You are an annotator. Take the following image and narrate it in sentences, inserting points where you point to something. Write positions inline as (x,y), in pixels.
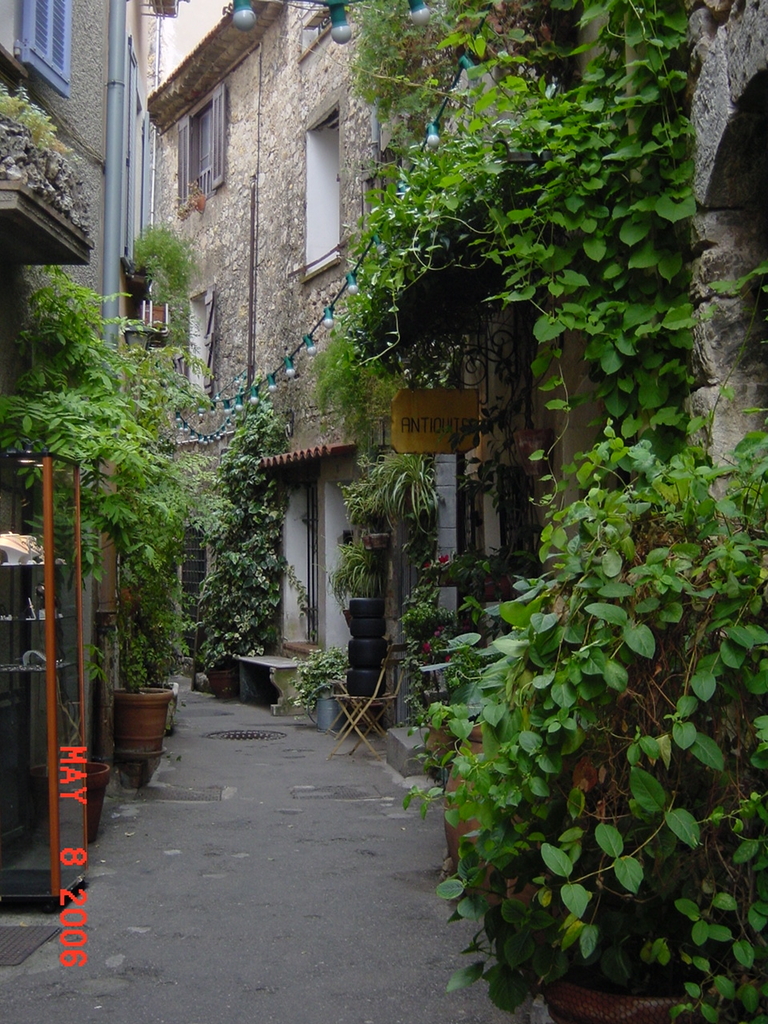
In this image there are buildings (220,177), there are windows (60,44), there is a pipe (113,197), there are lights (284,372), there are trees (238,452), there is a board (421,414), there is text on the board (467,396), there is a flower pot (154,699), there is a chair (353,701), there is text (62,794) on the image, there is an object (40,635) truncated towards the left of the image (55,634), there is a plant (600,544) truncated towards the right of the image (643,569).
